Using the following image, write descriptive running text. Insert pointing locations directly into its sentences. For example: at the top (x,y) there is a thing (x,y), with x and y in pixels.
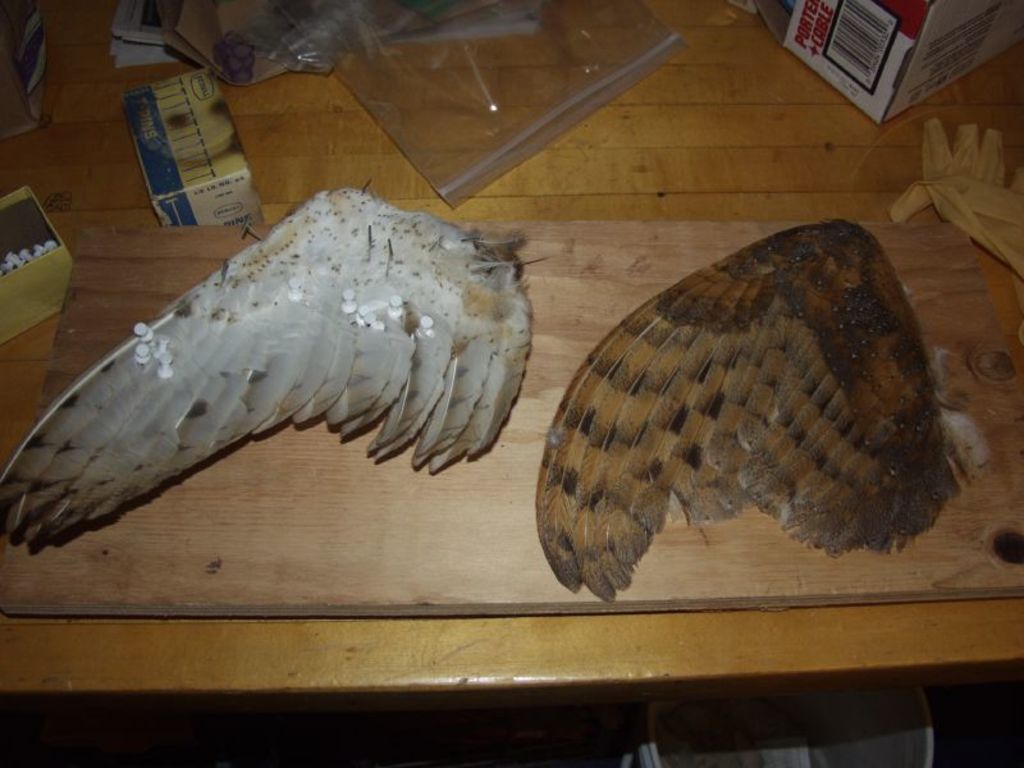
Here we can see two wings (470,442) of two animals (478,397) on a wooden board (532,558) on the table (231,680). We can also see papers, a box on the right side (898,58) and two other boxes (20,208) on the left (19,302) side, cover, glove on the right side (970,171) and some other objects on the table (664,645).
